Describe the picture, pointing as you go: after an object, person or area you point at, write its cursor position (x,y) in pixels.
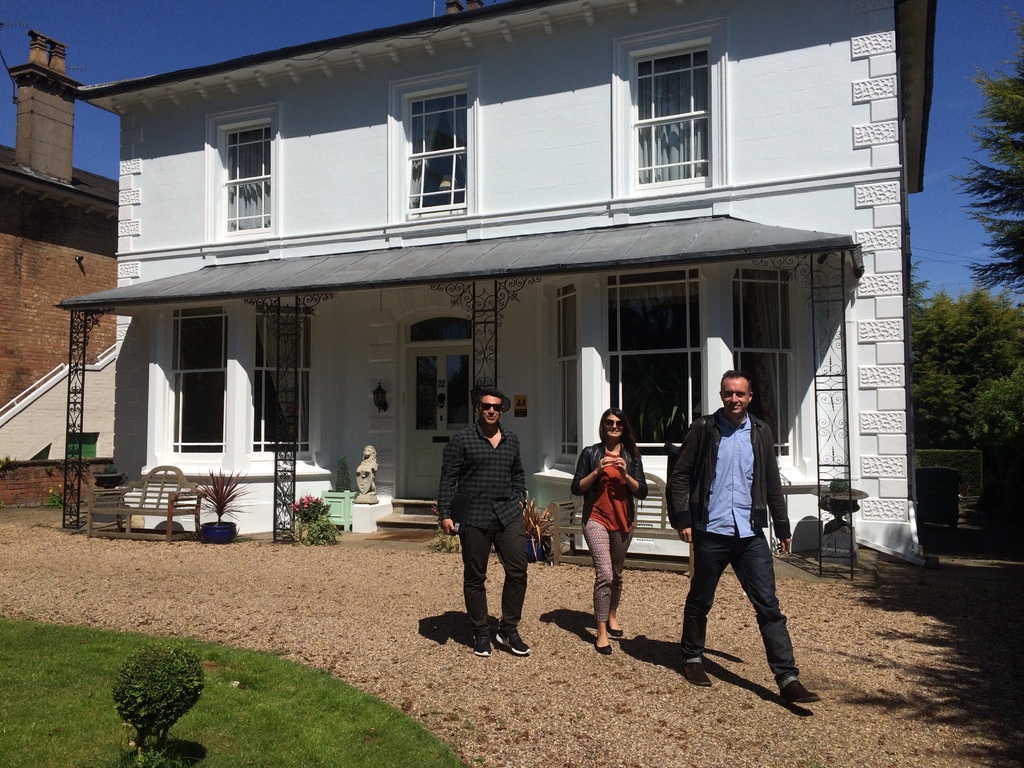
In this image two persons (698,525) and a woman (596,488) are walking on the land (680,608). Woman (632,474) is wearing a black jacket (632,474). Person (734,507) at the right side of image (707,500) is wearing a black jacket (701,512) and carrying a bag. Person (472,512) at the middle of image (502,469) is wearing a black shirt (486,471). Behind him there is a building (468,423) having a statue (370,482) before it. There is a plant (323,507), pot (207,524) and a bench (165,514) are on the land (241,552). Pot (219,531) is having a plant (224,487) in it. Left side (4,168) there is a building (58,50). Right side (1003,91) there are few trees (986,377). Top of image (974,98) there is sky (174,48).
